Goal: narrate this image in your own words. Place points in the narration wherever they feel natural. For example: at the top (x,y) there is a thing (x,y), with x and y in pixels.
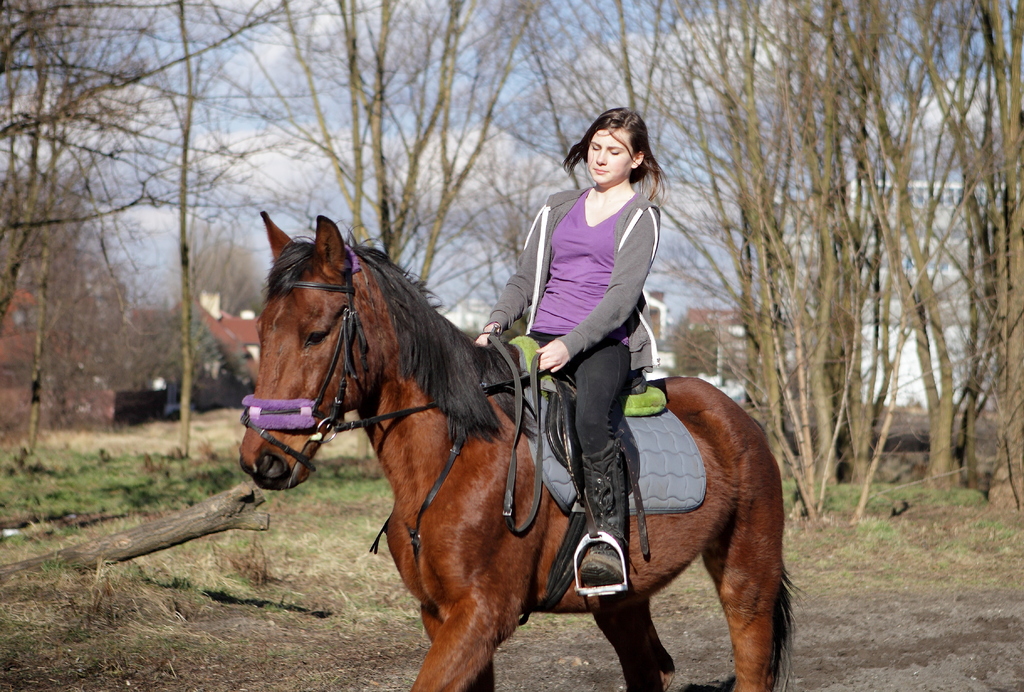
In this image I can see a girl (607,500) is sitting on a horse (434,330). In the background (870,49) I can see number of trees (778,112).
